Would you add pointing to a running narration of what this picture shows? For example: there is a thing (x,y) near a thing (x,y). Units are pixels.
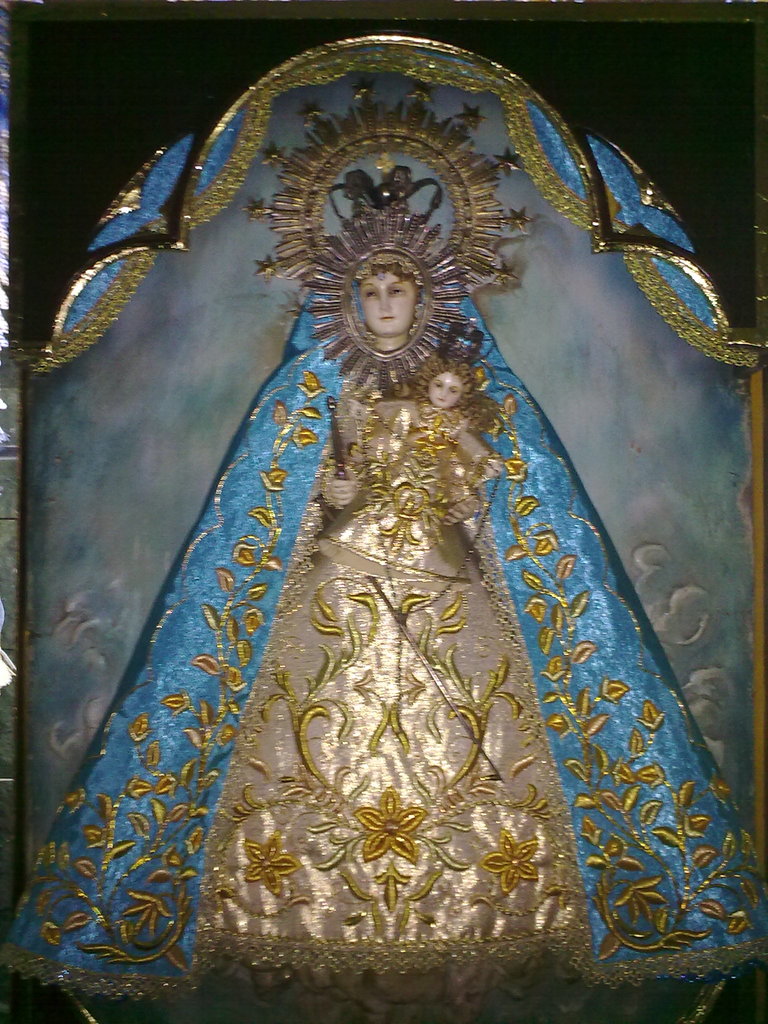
In this image I can see there is a statue (386,515) of a woman (402,458) holding the baby (418,462). It is covered with the blue and gold color clothes (374,683).
